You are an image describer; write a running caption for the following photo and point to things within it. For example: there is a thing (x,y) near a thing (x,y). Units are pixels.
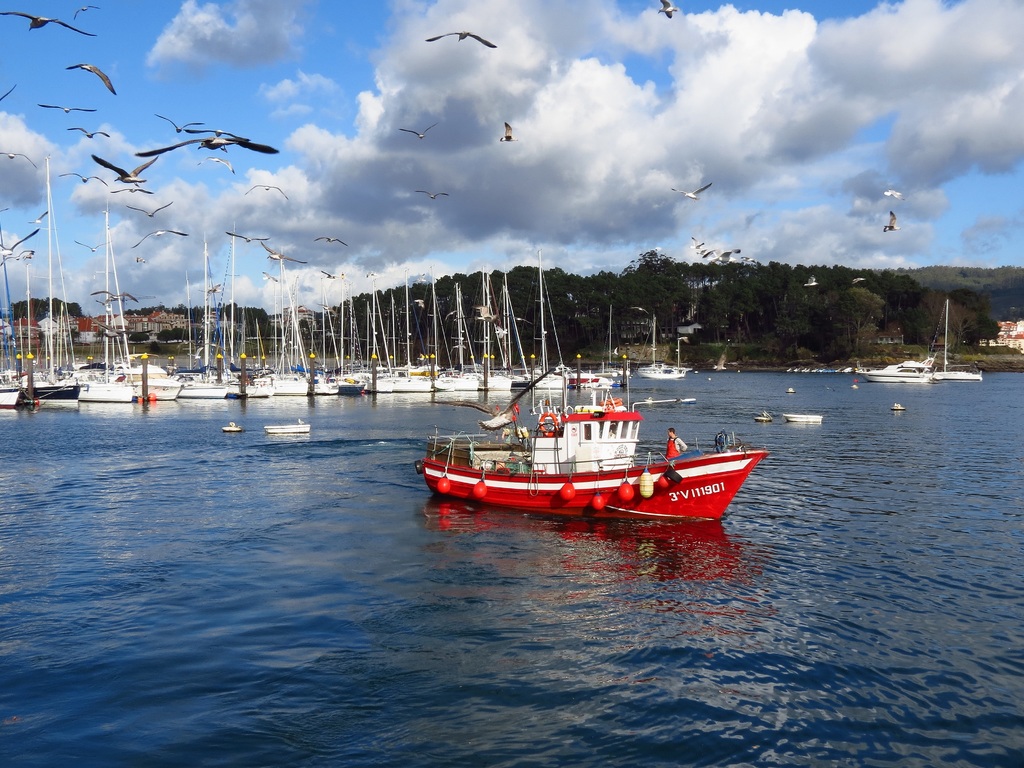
In this picture we can see a group of boats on water (652,531) and in the background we can see trees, sky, birds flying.
